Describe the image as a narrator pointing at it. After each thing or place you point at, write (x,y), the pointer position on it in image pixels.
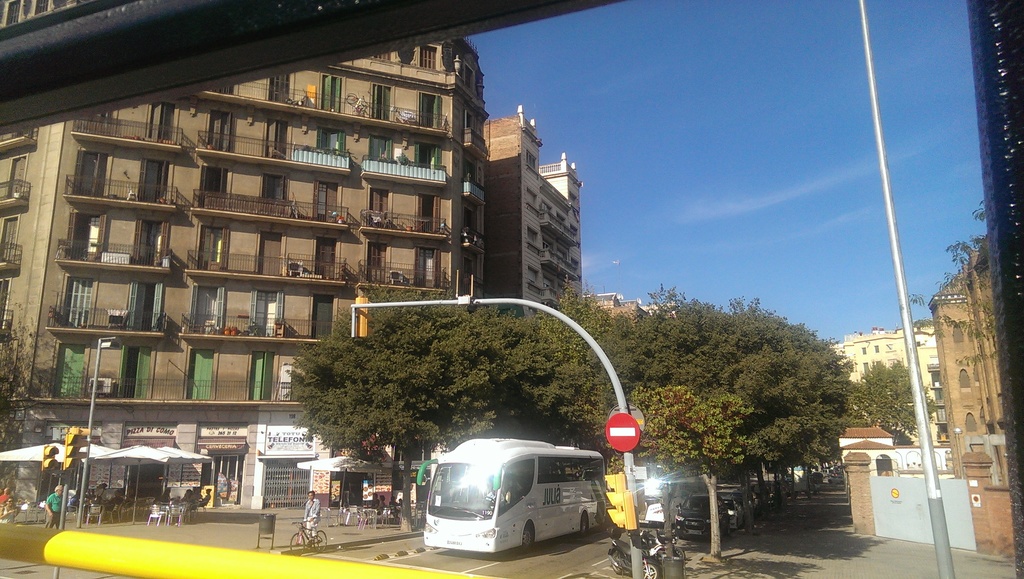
This picture might be taken from outside of the glass window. In this image, on the right side (984,497), we can see a board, building (996,530), trees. In the middle of the image (623,347), we can see a street light (613,493), trees (718,515), bike (646,563) and a bus (559,529) which is moving on the road (308,554) and a man (313,504) is riding a bicycle (316,542). On the left side (111,507), we can see group of people (52,514), tents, building (269,160), trees (438,355). At the top (775,139), we can see a sky (743,121), at the bottom (146,561), we can see a metal rod (295,558) and a road (556,573).
